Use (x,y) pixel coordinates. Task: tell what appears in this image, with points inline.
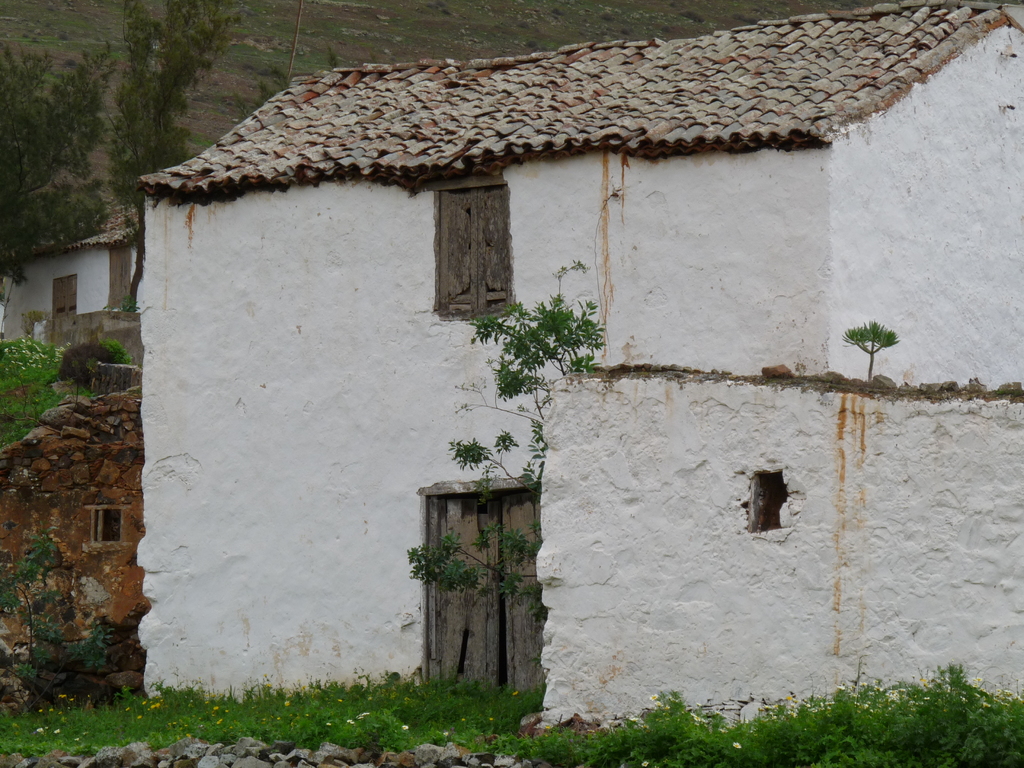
In this image there is a house (558,611) having a window (482,304) and a door (452,611). Before the house (665,398) there is a plant (485,563). Left side (19,508) there are few houses (11,334). Before it there are few plants (37,395). Top of the image (234,40) there is hill (259,56) having few trees (159,108). Bottom of the image (314,710) there are few plants (277,695) and rocks (211,753).
